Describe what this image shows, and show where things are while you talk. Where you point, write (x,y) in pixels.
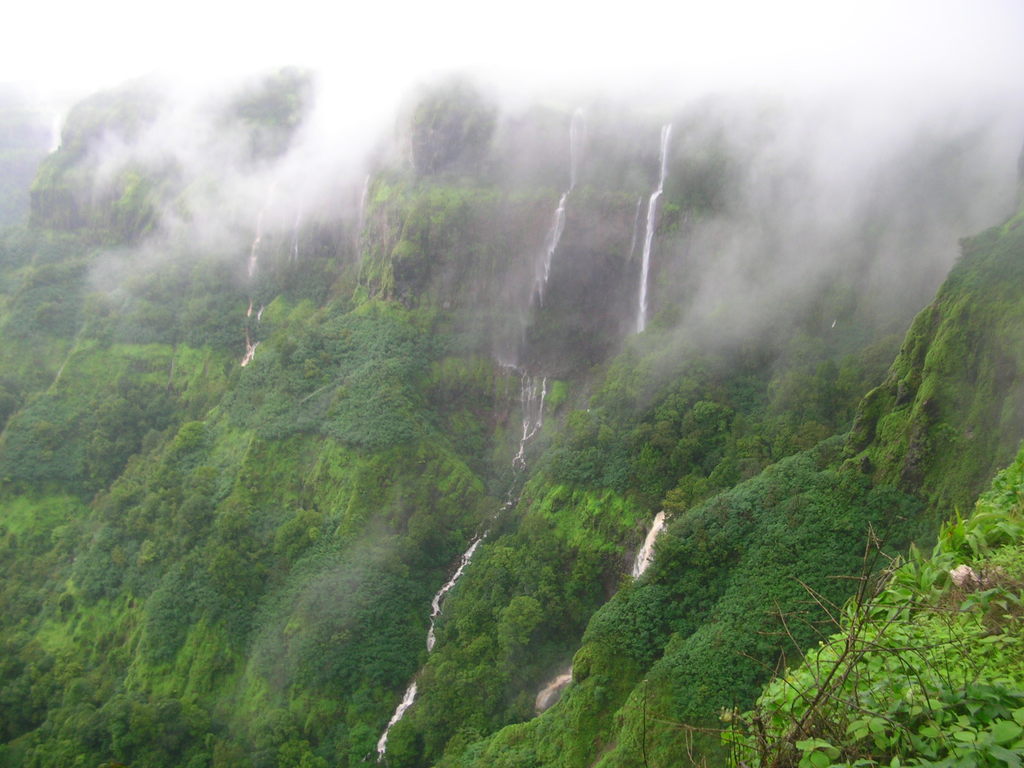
In this image we can see mountains (289,441) with trees (449,548), water (522,419). At the top of the image (419,89) there is fog (368,118).
